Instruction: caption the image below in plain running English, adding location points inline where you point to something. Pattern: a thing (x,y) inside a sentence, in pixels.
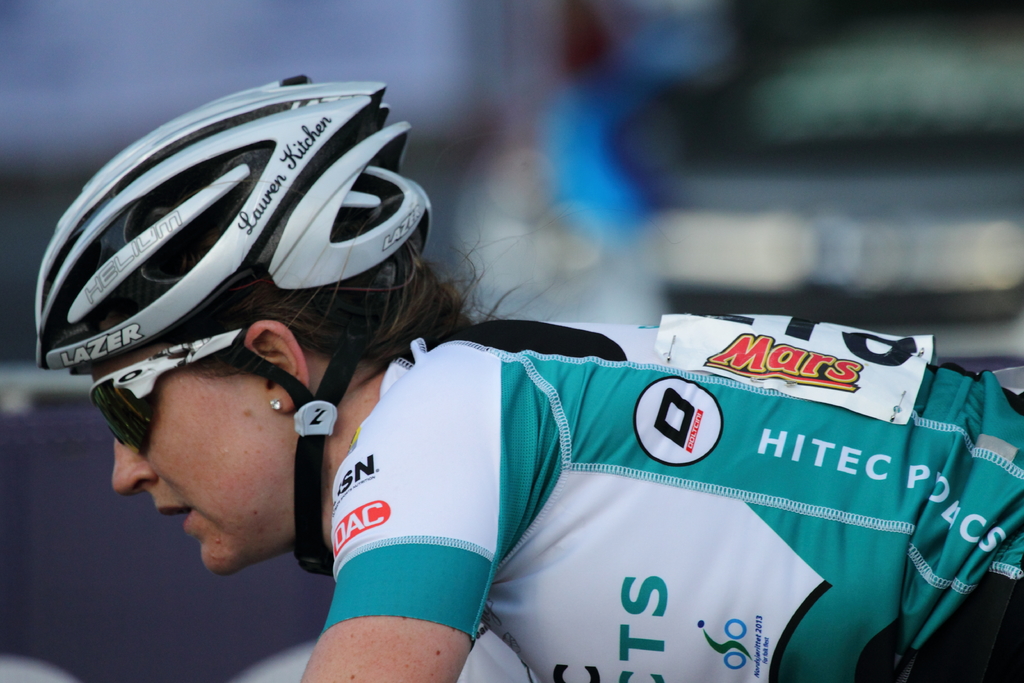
This image consists of a woman (542,494) wearing a helmet (350,326) and a green color jersey (647,499). The background (159,19) is blurred. She is also wearing a shades (126,397).
